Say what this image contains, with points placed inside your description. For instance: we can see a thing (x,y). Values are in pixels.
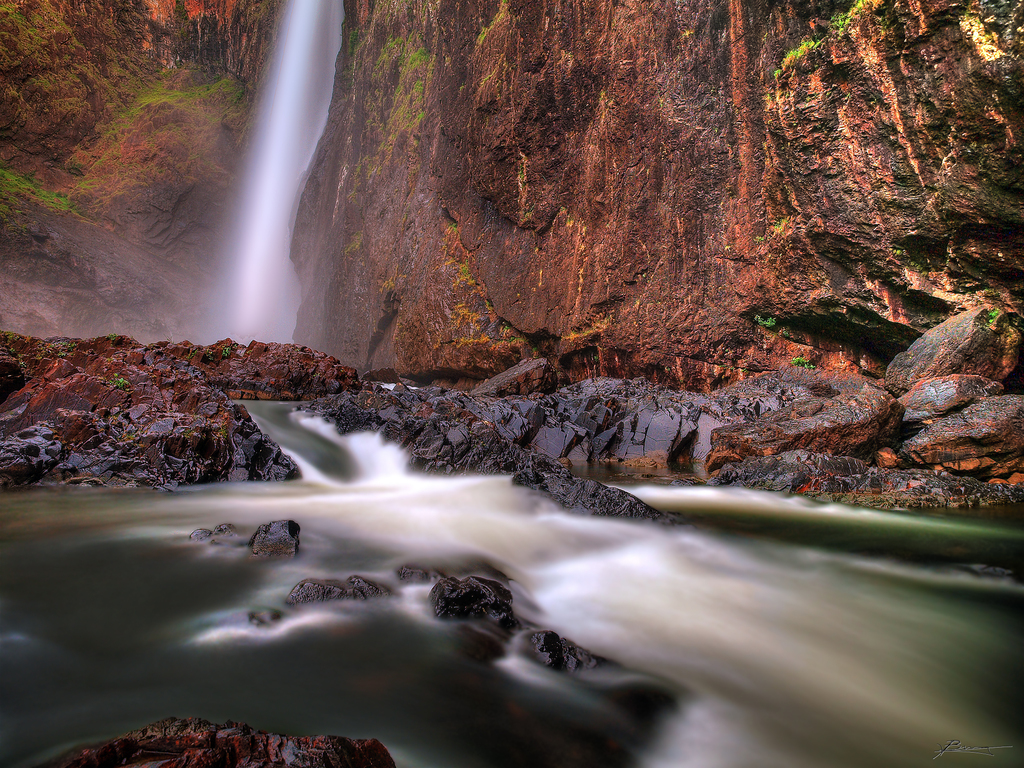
Bottom of the image (776,599) there is water (968,550). In the middle of the image (560,479) there are some stones (987,467). Top of the image (805,241) there is hill (555,3) and there is a waterfall (326,17).
